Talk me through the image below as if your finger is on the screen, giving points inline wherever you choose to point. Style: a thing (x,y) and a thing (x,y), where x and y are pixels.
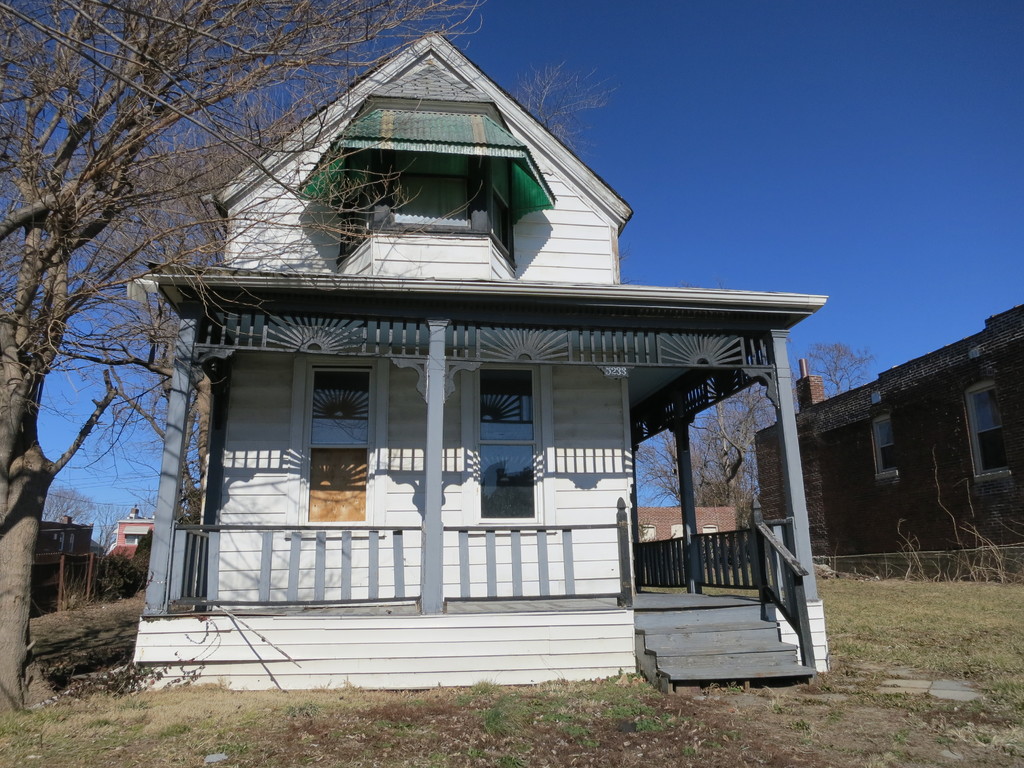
In this image we can see a house (511,450) which is in white color there are some windows (520,469), stairs (710,654) on left side of the image (94,307) there are some trees (2,432) and on right side of the image (879,534) there are some other houses (875,446) and in the background of the image (728,422) there are some trees (745,423) and top of the image (861,118) there is clear sky (815,118).
